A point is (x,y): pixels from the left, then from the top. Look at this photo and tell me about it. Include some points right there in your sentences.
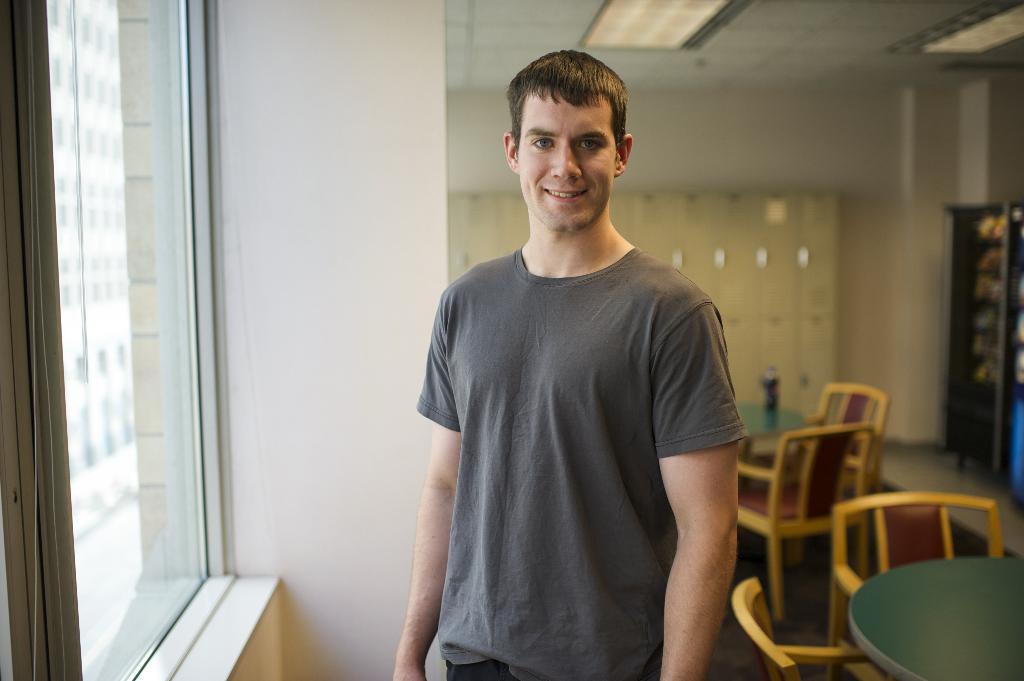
This is the picture of a man (686,304) standing and smiling and in background (798,480) there is chair (919,519), table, rack (809,285), window (101,650).
